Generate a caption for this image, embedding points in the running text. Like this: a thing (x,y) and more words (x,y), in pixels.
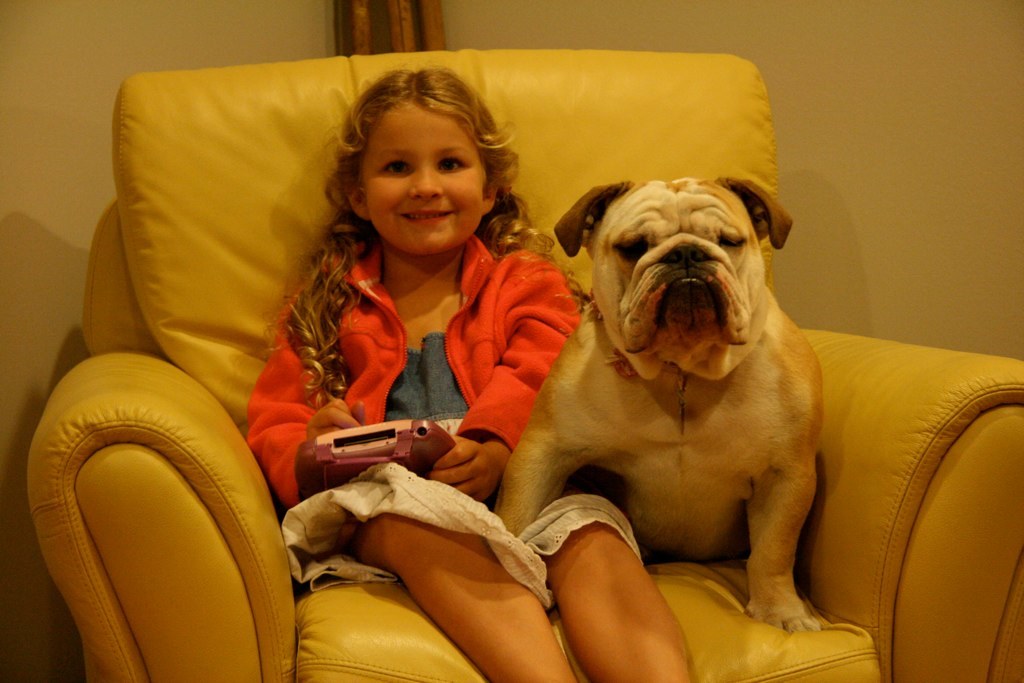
In this picture we can see a couch (378,648) on that couch (328,661) one girl (424,503) is sitting and she is just holding a pink device (380,437) and side of the girl (492,593) one dog (699,400) is there.
